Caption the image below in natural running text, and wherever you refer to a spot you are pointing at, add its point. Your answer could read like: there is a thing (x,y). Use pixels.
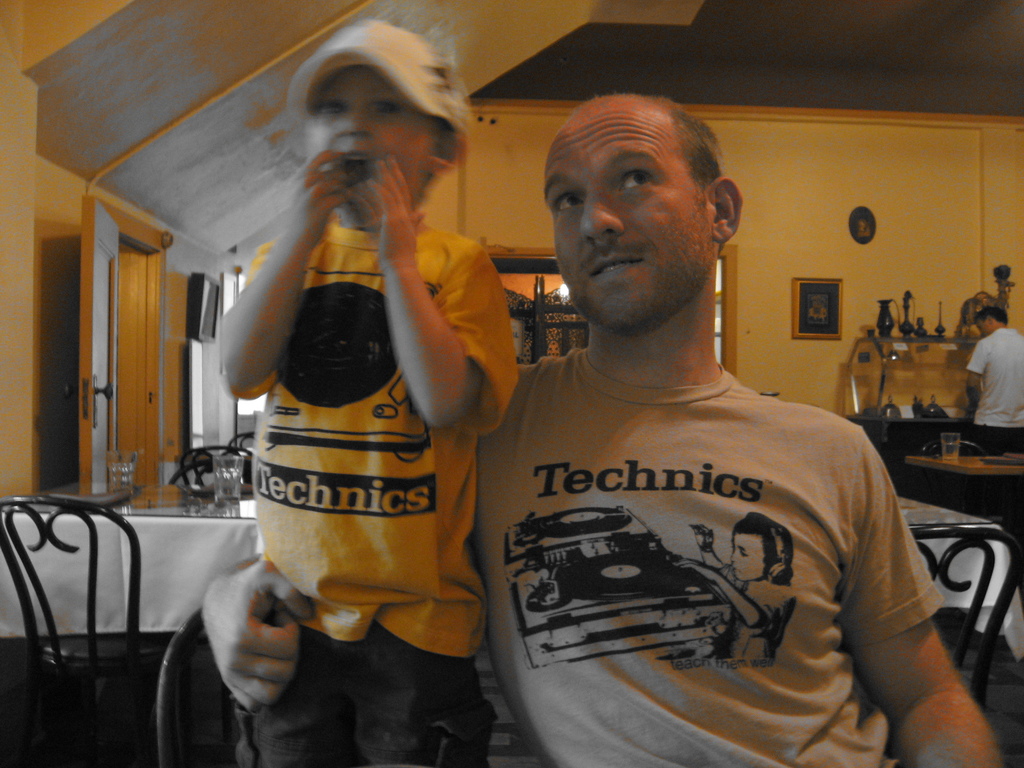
As we can see in the image there is a yellow color wall (776,235), photo frame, three people (1008,345) over here and there are chairs (14,526) and tables (149,490) and on table (149,490) there are glasses (218,474).
